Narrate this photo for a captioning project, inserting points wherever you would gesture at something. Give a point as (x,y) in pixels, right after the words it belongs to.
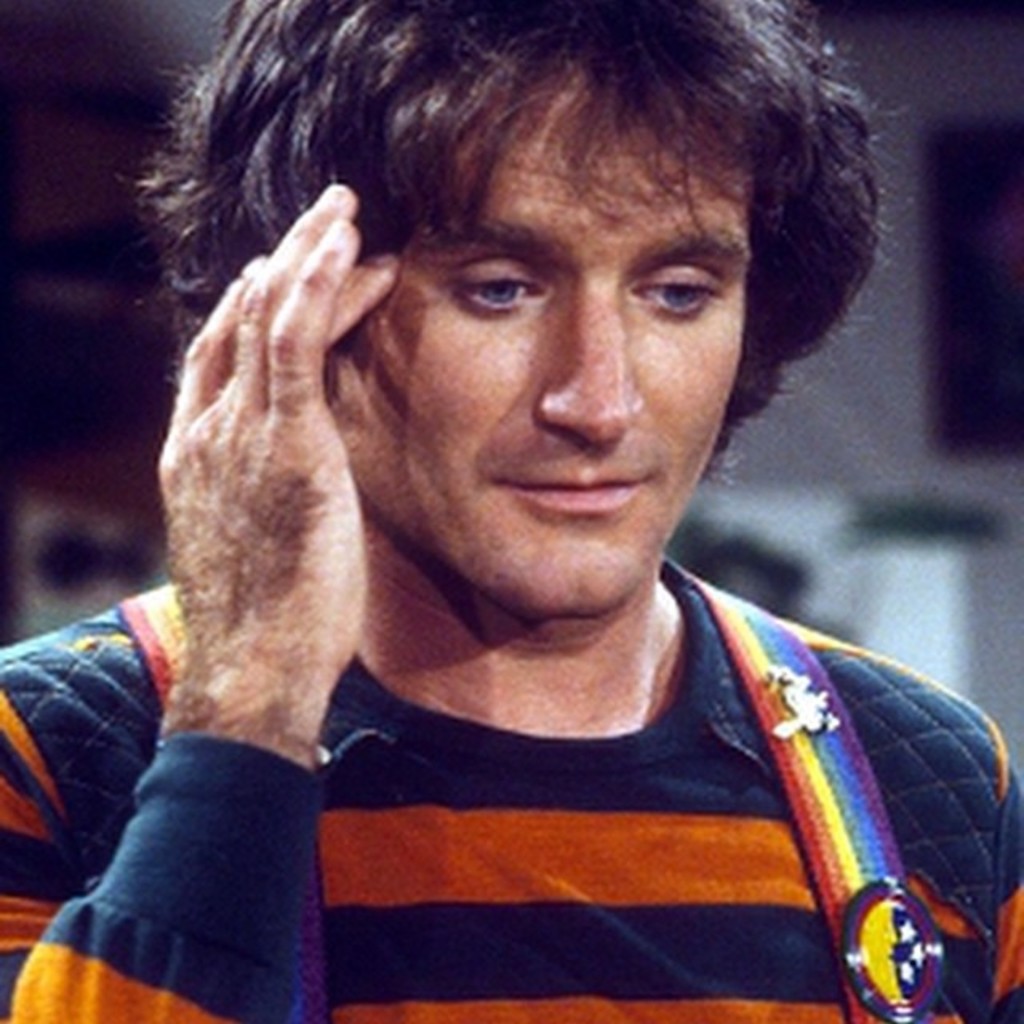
This image consists of a man (558,741) wearing a orange and blue T-shirt (463,820). The background (812,397) is blurred.
